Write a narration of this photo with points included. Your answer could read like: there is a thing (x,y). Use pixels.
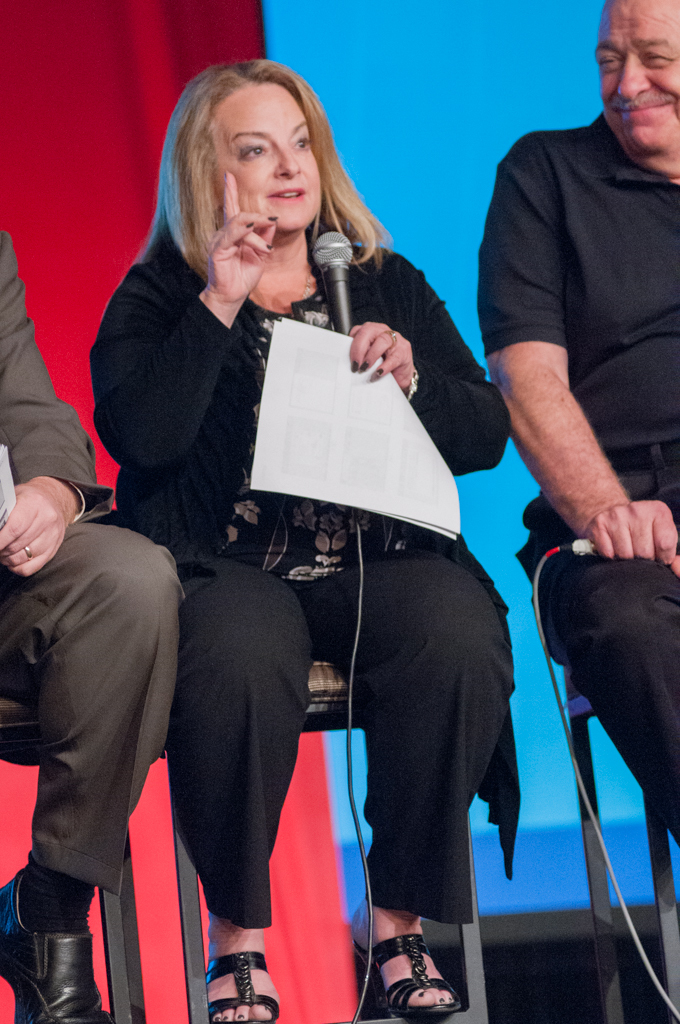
In this picture we can see three people (641,778) sitting on chairs (582,699), one woman (517,780) is holding a mic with papers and in the background (512,632) we can see a curtain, blue color board (406,18).
